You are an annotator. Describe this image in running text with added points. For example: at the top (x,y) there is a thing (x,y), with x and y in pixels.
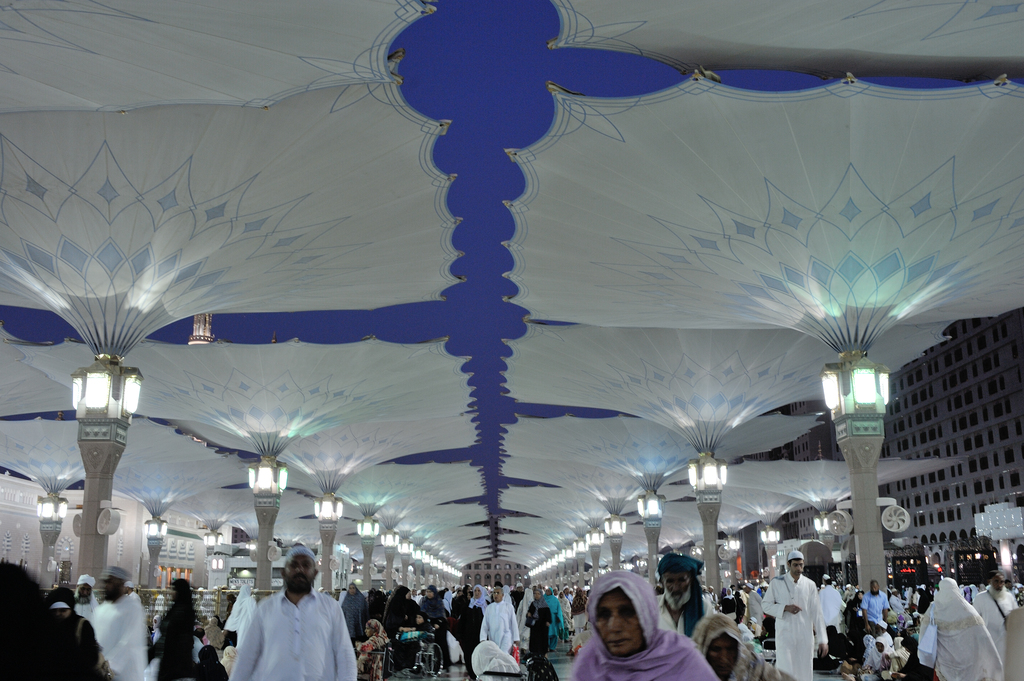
In this image, we can see people (623,594) under the tents (256,426) and there are lights (123,402). In the background (932,431), we can see buildings (912,403).
